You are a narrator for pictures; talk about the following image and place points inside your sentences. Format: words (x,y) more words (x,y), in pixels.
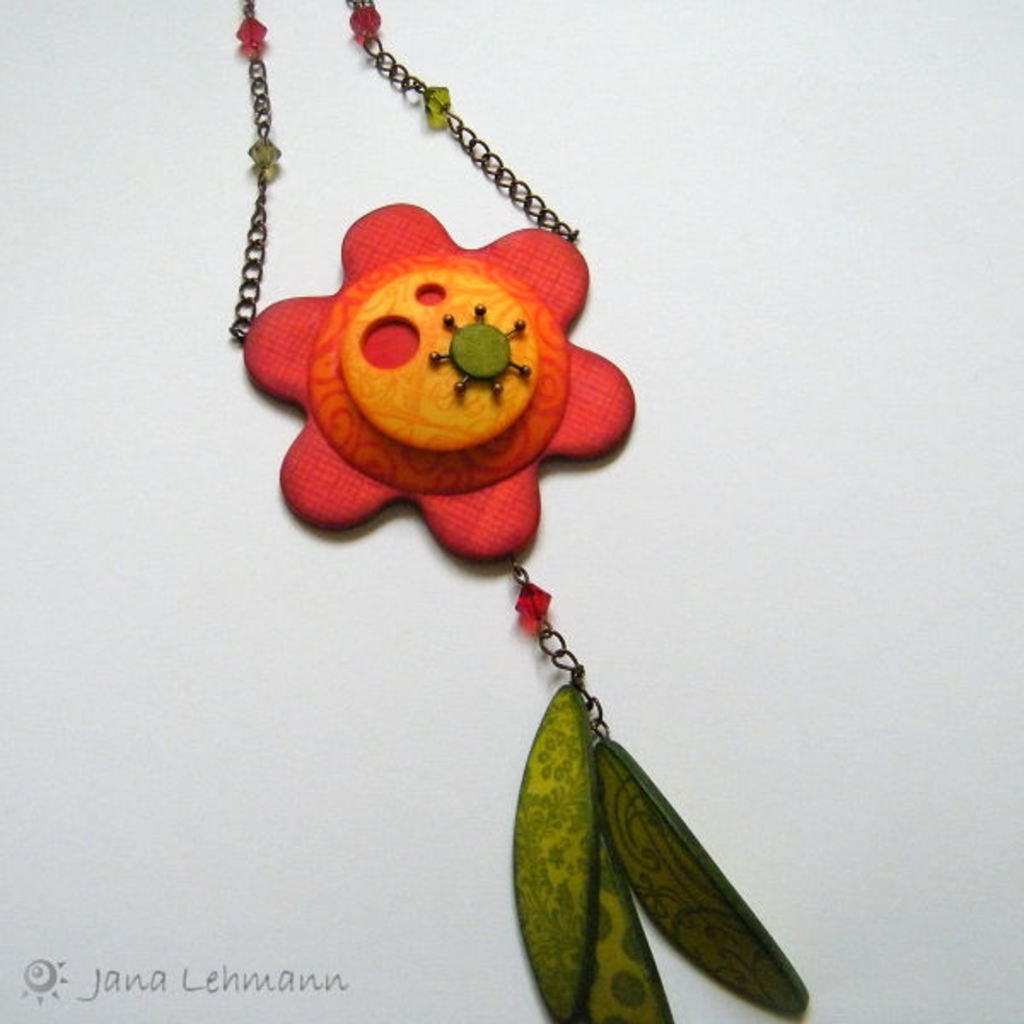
In the image there is a chain (411,87) with locket (460,267) on the floor (763,520).
